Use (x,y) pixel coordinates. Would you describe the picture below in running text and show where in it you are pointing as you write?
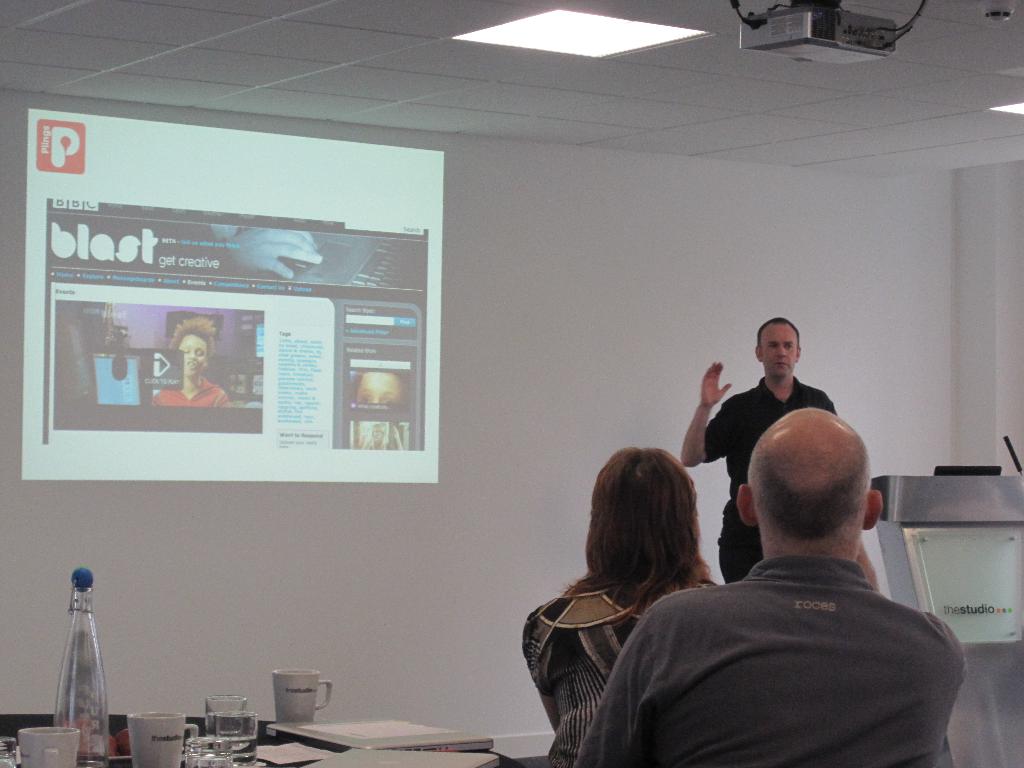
In this picture there is a man (766,408) standing near the podium (984,556), raising his hand (701,407). There are two people (623,617) listening to him beside the table (385,723). On the table (336,747) there are some papers (277,754), glasses (214,738), bottle (75,701). In the background (116,355) there is a projector screen display (222,310) on the wall (488,275).
